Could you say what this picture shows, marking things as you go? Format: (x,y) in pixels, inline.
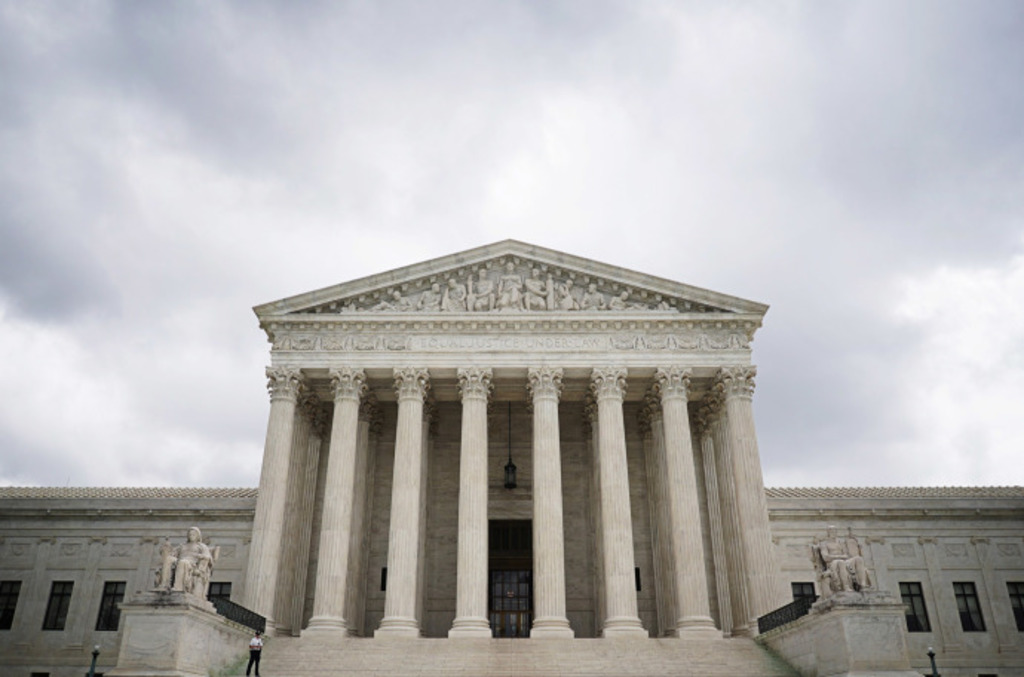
In this image I can see the building (559,381). In-front of the building (456,422) I can see the statues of the person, stairs (375,644) and there is a person (258,670) standing. In the background (476,231) I can see the cloudy sky (54,345).
